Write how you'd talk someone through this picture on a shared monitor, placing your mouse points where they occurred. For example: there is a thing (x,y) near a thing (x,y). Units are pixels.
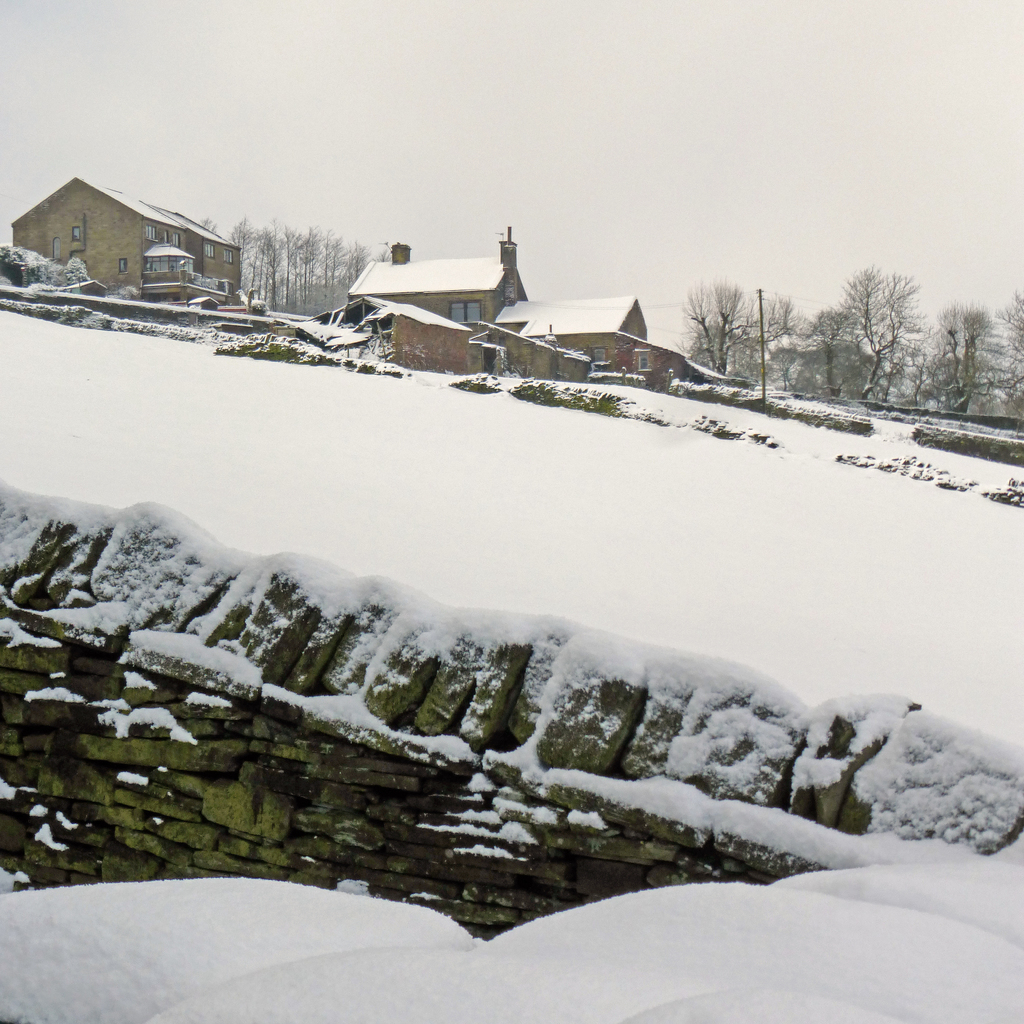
At the bottom (305,846) there is a wall (274,838) covered with the snow (183,530). In the background (196,290) there are few houses (146,265) and trees (836,353). At the top of the image (520,82) I can see the sky (430,72).
